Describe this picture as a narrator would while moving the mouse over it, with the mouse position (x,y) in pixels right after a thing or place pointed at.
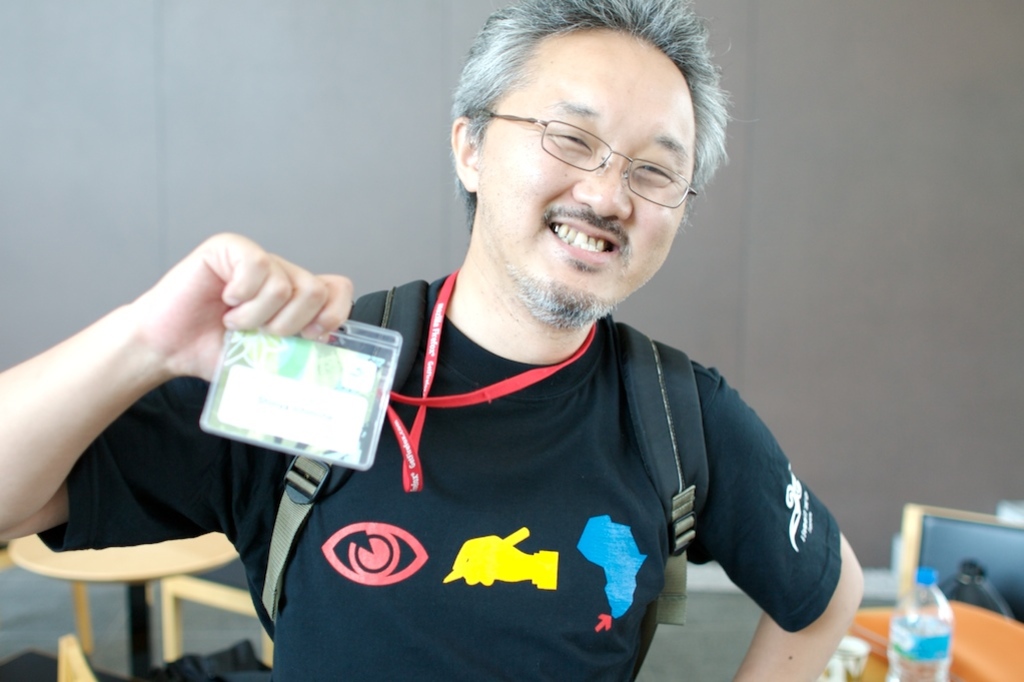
This is a picture of a man (622,549) in black t shirt (472,526) holding the identity card (272,381). The man (555,162) having the spectacles (636,181) beside the man (829,639) there is a table (955,654) on the table (959,666) there is a water bottle (906,651). The background of the man (485,146) is a wall (216,126).
